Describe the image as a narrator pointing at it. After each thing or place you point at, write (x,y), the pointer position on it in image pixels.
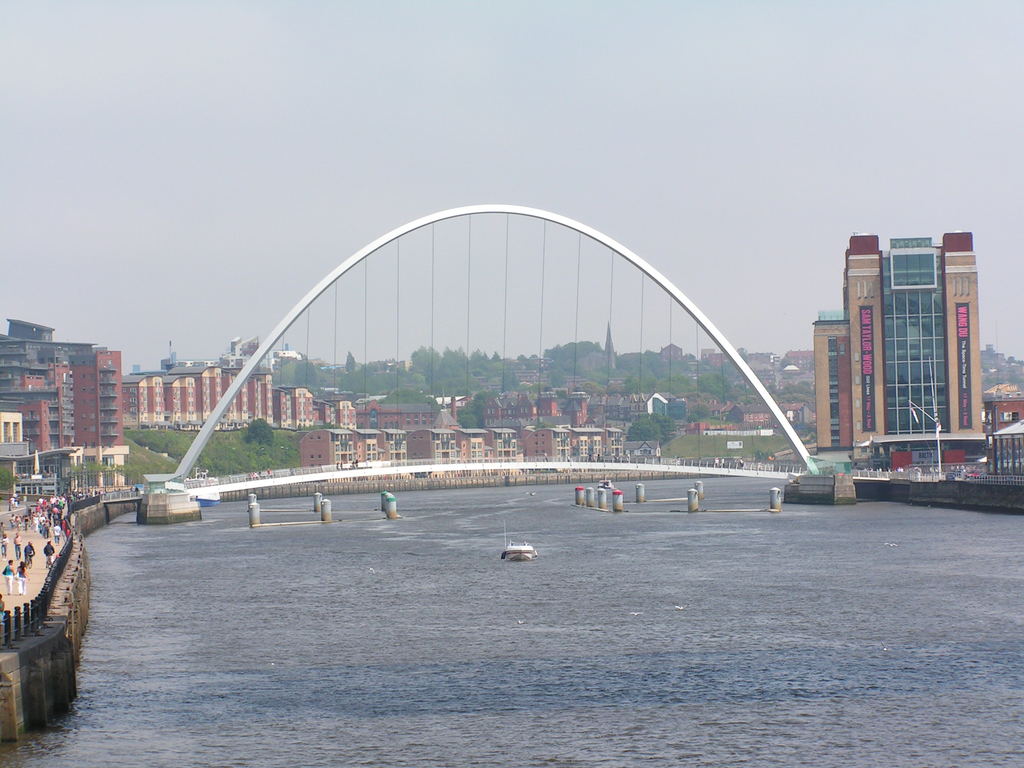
In this image we can see buildings (575,411), trees (487,389), bridge (686,299), boat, water (432,587) and we can also see the sky (385,339).
